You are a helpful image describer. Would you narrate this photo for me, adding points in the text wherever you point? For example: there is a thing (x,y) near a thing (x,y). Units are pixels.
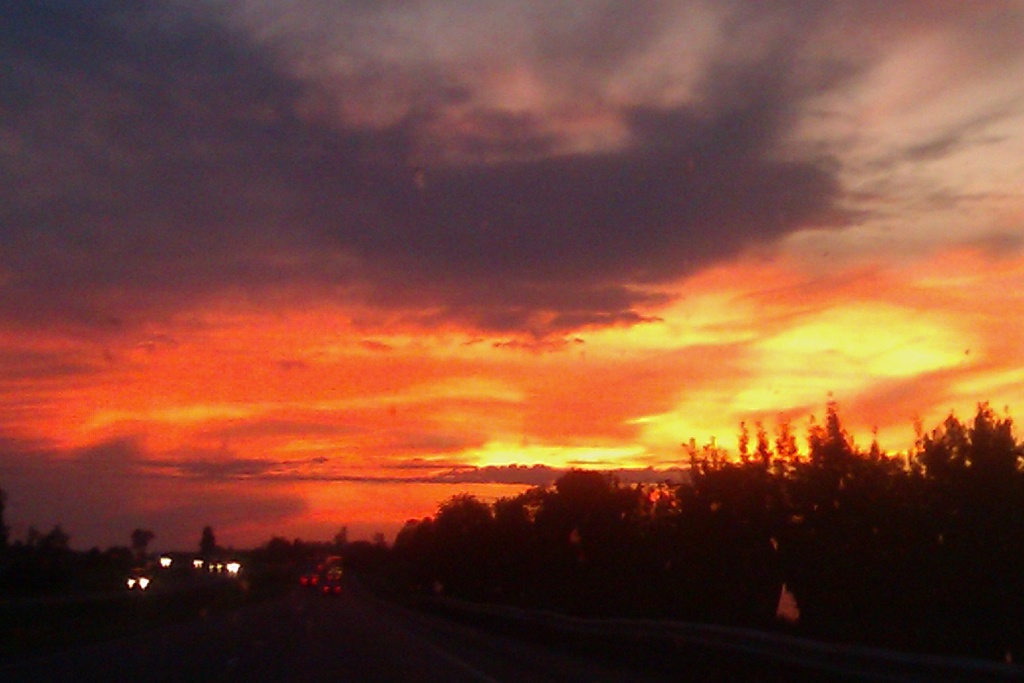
In this image I can see few trees (880,552), lights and the sky (478,278) is in white, black, orange and yellow color.
